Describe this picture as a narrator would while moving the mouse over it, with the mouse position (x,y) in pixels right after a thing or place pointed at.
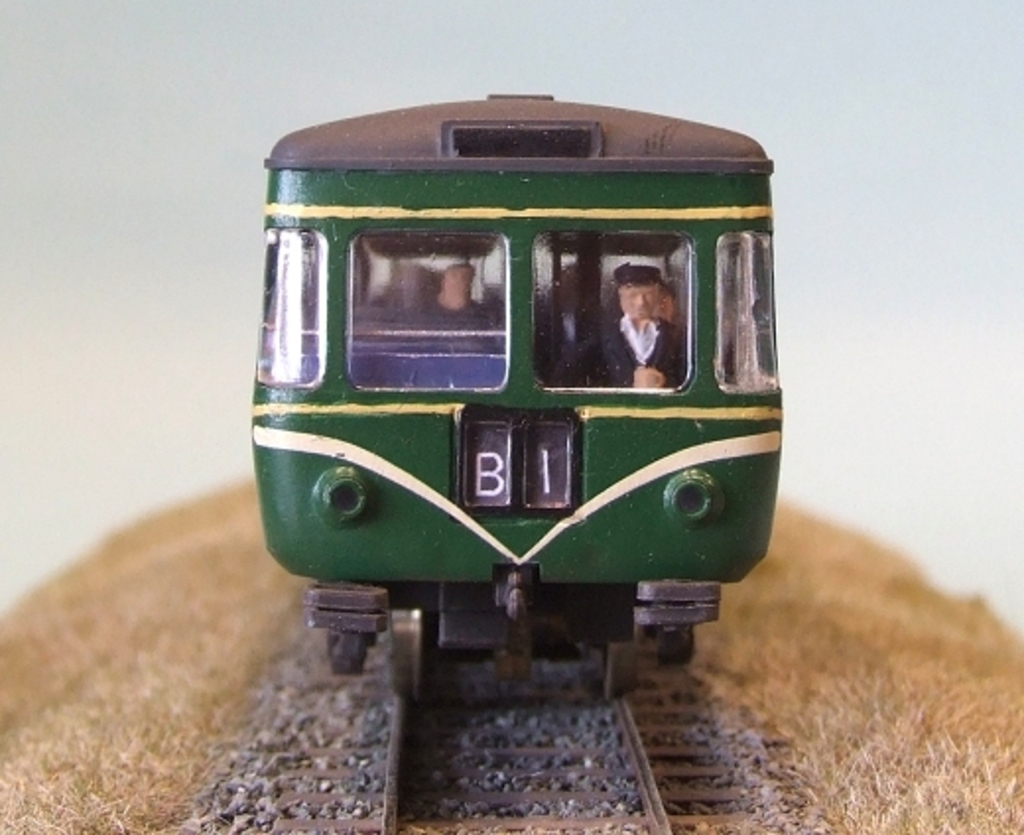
In this image we can see a toy locomotive (445,482) on the track (376,770). In the background (86,693) there is grass (759,640).
